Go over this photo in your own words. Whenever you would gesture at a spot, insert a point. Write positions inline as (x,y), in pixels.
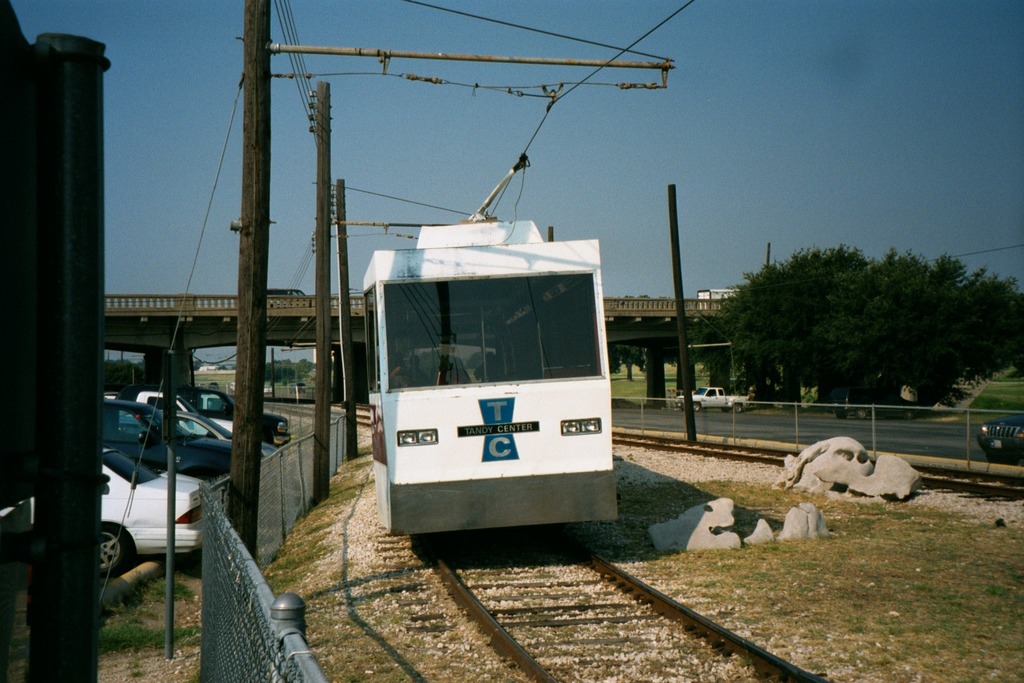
This image is taken outdoors. At the top of the image (714,111) there is the sky (750,118). At the bottom of the image (883,612) there is the ground (850,607) with grass (813,593) on it and there is a railway track (561,613). In the background (170,313) there is a bridge (181,331) with pillars (158,366) and a railing (708,305). A few vehicles (712,291) are moving on the bridge (311,297). On the right side of the image (813,359) there are a few trees (811,305). There is a fence (838,405). There is a pole (683,378) and two cars (864,402) are moving on the road (904,423). In the middle of the image (475,360) a train (441,412) is moving on the track (535,645) and there are a few stones (756,527) on the ground (755,486). On the left side of the image (116,424) many cars (126,501) are parked on the ground (153,606) and there is a pole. There are a few poles (265,328) with wires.
